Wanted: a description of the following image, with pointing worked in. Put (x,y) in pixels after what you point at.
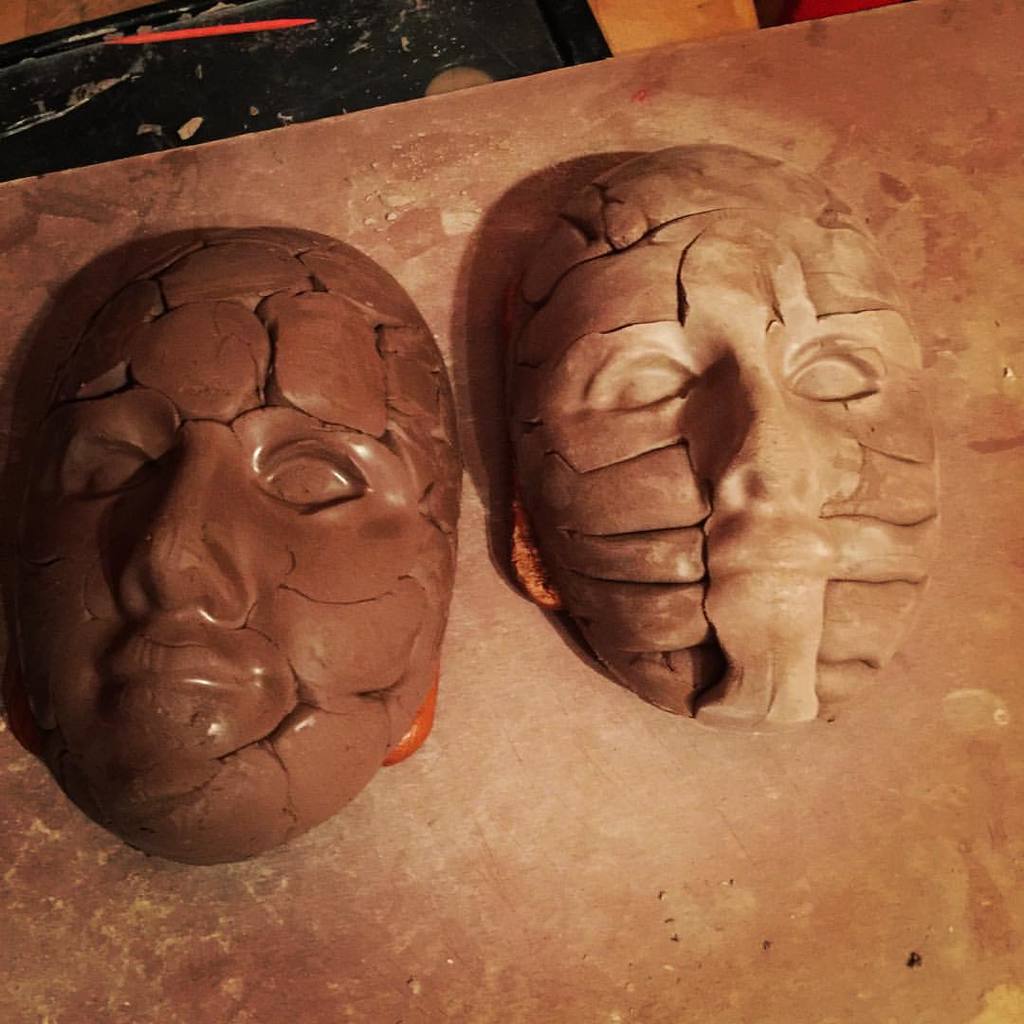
In this image I can see two masks (98,509) one is in brown color and the other is in cream color on some surface (416,204).
